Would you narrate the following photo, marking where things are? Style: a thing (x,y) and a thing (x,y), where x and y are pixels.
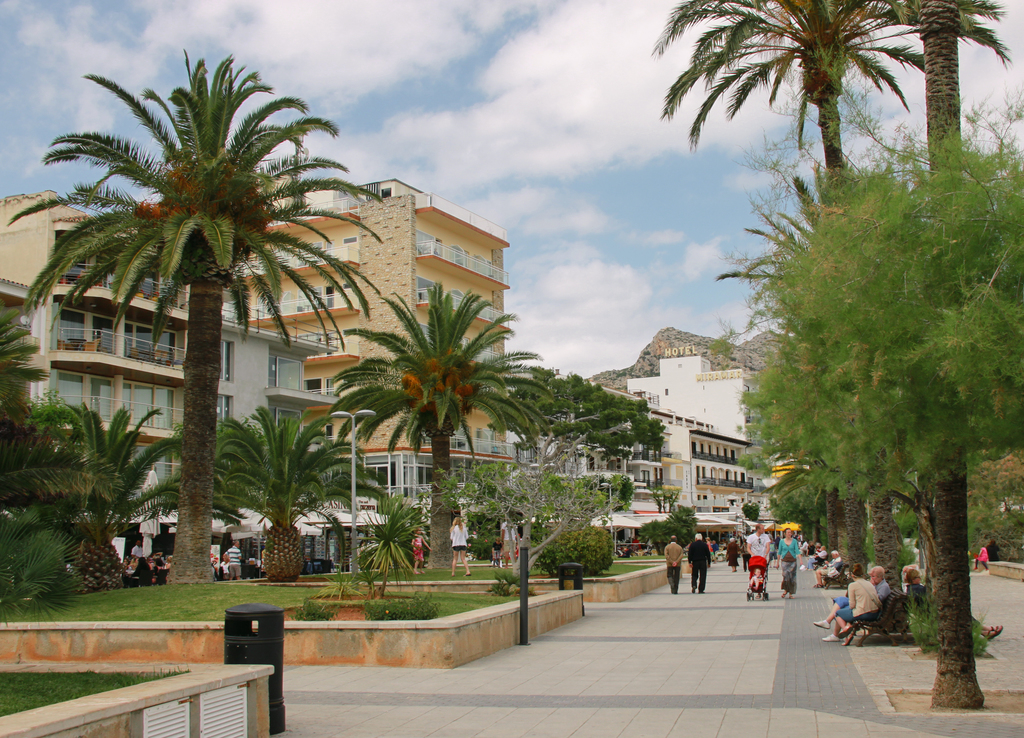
In this image I can see people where few are sitting and rest all are standing. I can also see number of trees (793,455), buildings (677,369), clouds (569,214) and the sky (675,217). I can also see something is written over there and here I can see a black colour object (247,648).
